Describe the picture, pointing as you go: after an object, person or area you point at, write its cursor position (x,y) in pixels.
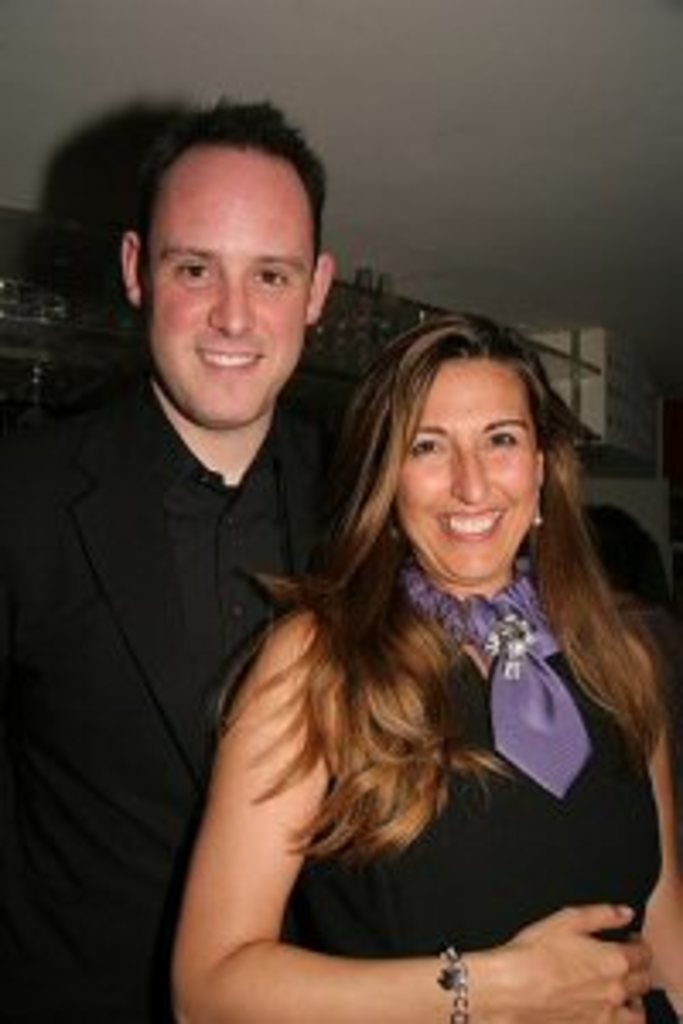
In the image there are two people (277,740) standing and posing for the photo.
